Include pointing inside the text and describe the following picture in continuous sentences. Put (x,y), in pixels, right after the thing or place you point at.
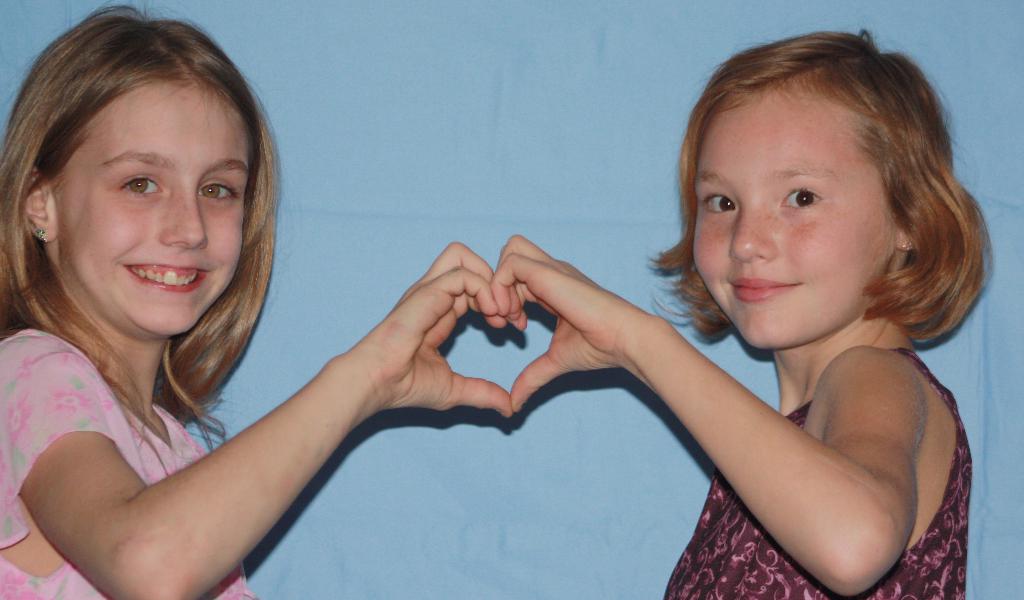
In front of the image there are two children (603,291) having a smile on their faces (203,250) and they are making a heart shape with their hands (414,364). Behind them there is a wall (476,78).
